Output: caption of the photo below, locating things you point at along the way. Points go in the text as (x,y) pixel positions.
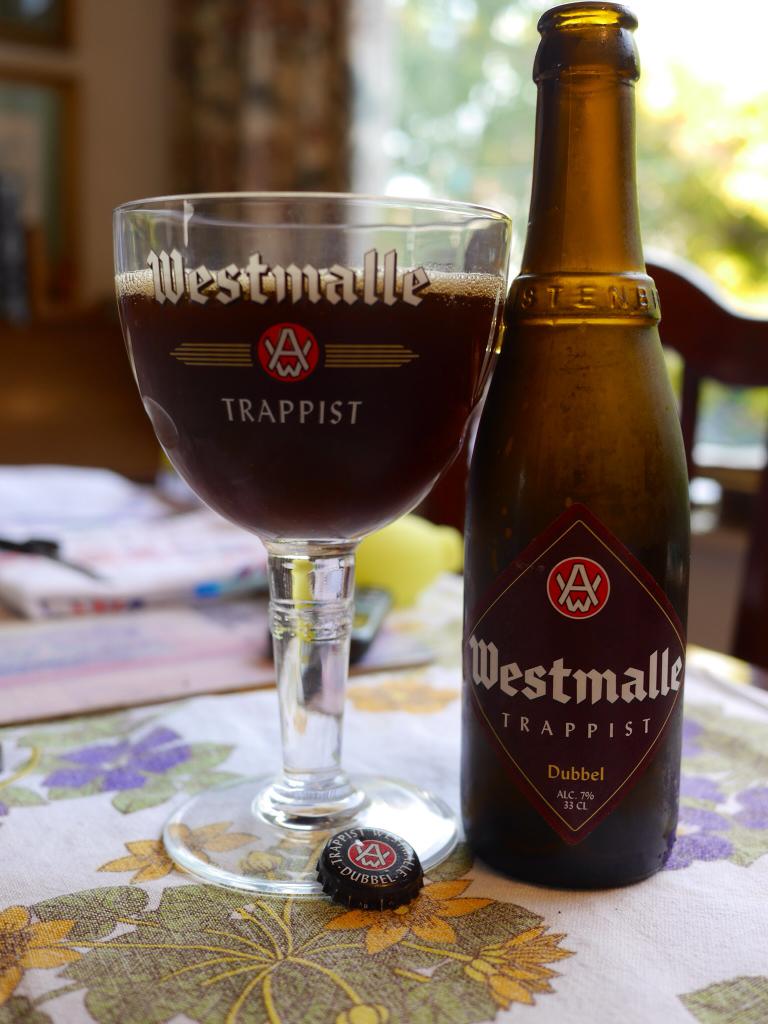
In this image we can see glass (272,428) with a drink (307,437) and a bottle (533,525) on a surface (284,955). Also there is cap (398,868) of the bottle (561,653). On the glass (308,345) and bottle (546,486) something is written and there is a logo (307,368). In the background (225,112) it is looking blur. And we can see a chair (758,347).
